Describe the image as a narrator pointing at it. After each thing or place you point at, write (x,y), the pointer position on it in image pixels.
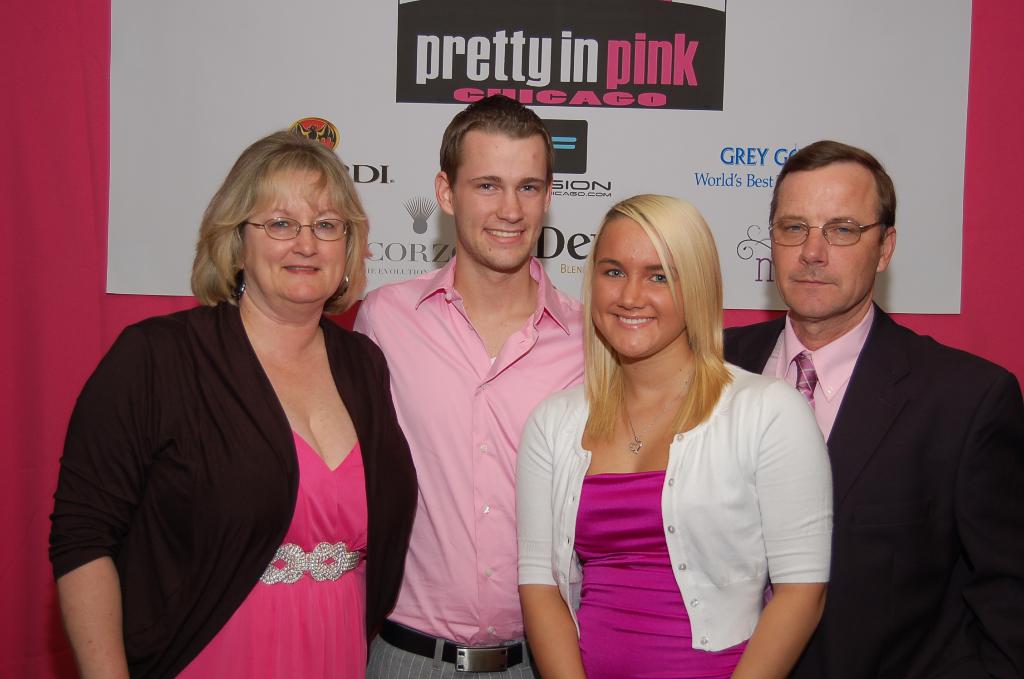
Here I can see two women (586,544) and two men (498,429) are standing, smiling and giving pose for the picture. At the back of these people (434,436) there is a curtain (20,332). At the top of the image (503,67) there is a white board (395,95) on which I can see some text (718,174).
